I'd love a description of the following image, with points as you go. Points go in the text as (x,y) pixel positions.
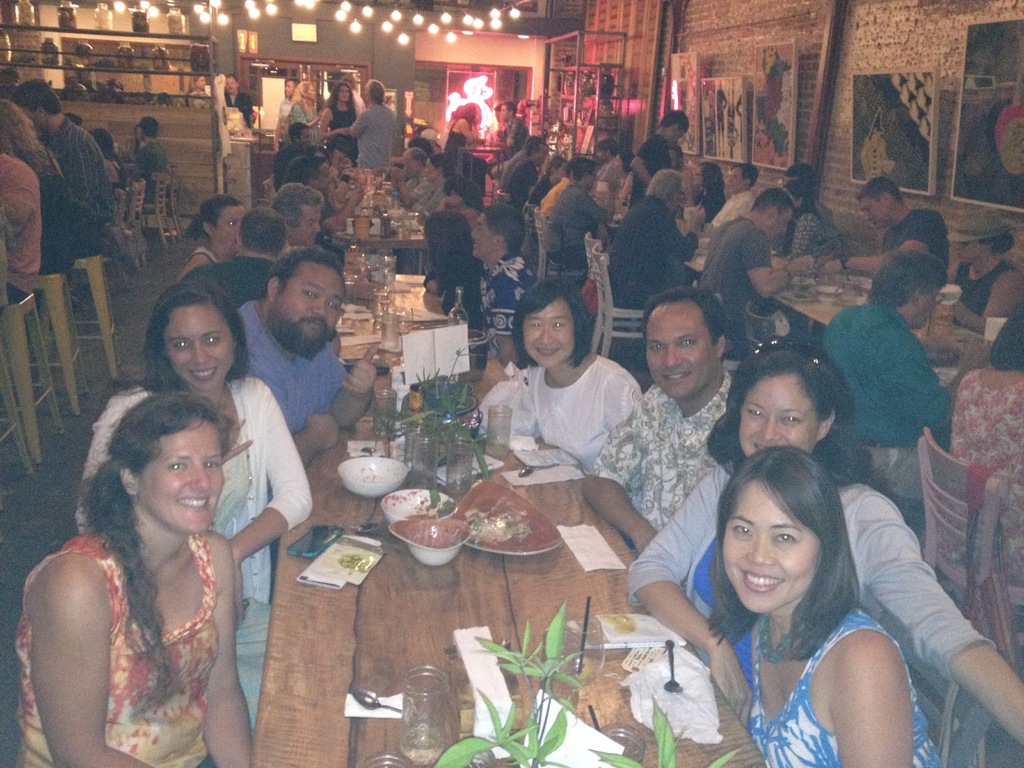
In this image I can see the group few people (284,255) with different color dresses (44,259). I can see few people (211,278) are sitting in-front of the table (288,615) and few people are standing. On the tables (378,612) I can see the plates (482,541) and bowls (413,547) with food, glasses (418,721), flowers pots (565,675), spoons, tissues (494,693) and many objects (333,565). To the right (903,155) I can see the boards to the wall (831,168). In the background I can see few more boards (276,113) and the lights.
